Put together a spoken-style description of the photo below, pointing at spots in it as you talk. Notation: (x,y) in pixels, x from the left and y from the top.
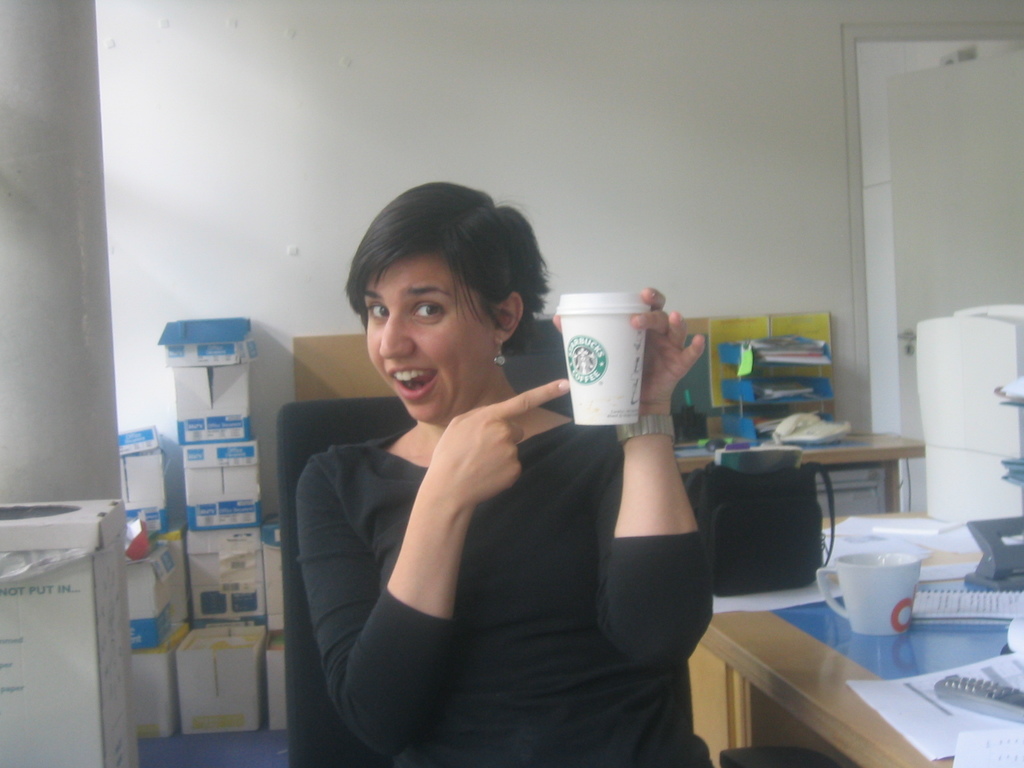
As we can see in the image there is a white color wall (313,184), boxes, tables (774,647). On table (803,639) there are papers (965,720), remote (1012,692) and cups (869,608).
